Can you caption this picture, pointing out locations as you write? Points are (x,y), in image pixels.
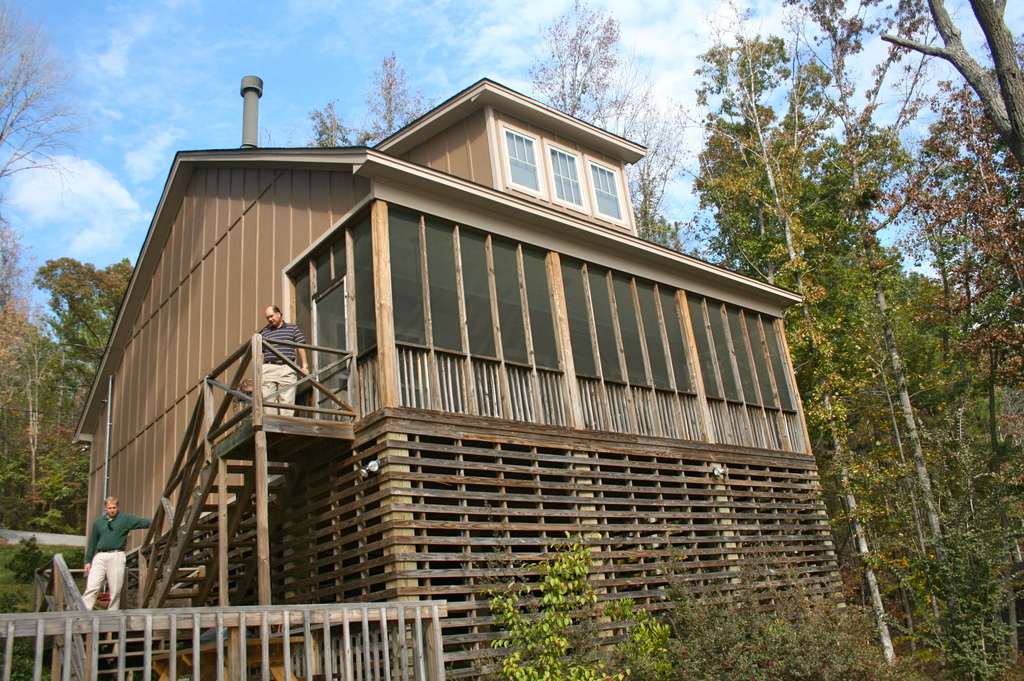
In the center of the image (485,303), we can see a building (445,328) and there are some people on the stairs (210,523). In the background (880,131), there are trees (871,491). At the top (503,51), there are clouds (475,55) in the sky (439,62).
